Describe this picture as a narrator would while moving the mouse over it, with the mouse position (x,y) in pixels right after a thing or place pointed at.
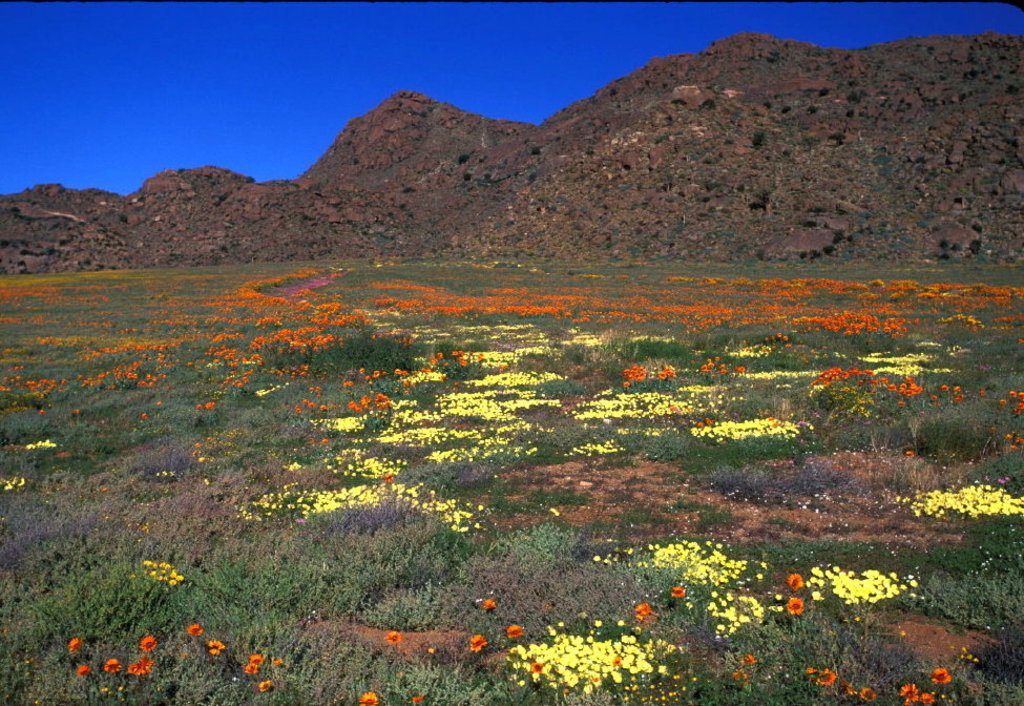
To the bottom of the image (696,666) there is grass (221,589) on the ground (272,648). There are orange, yellow and pink flowers (334,313) on it. In the background (374,171) there are few hills (510,190) with mud (714,151). And to the top of the image (145,48) there is a blue sky (273,75).
